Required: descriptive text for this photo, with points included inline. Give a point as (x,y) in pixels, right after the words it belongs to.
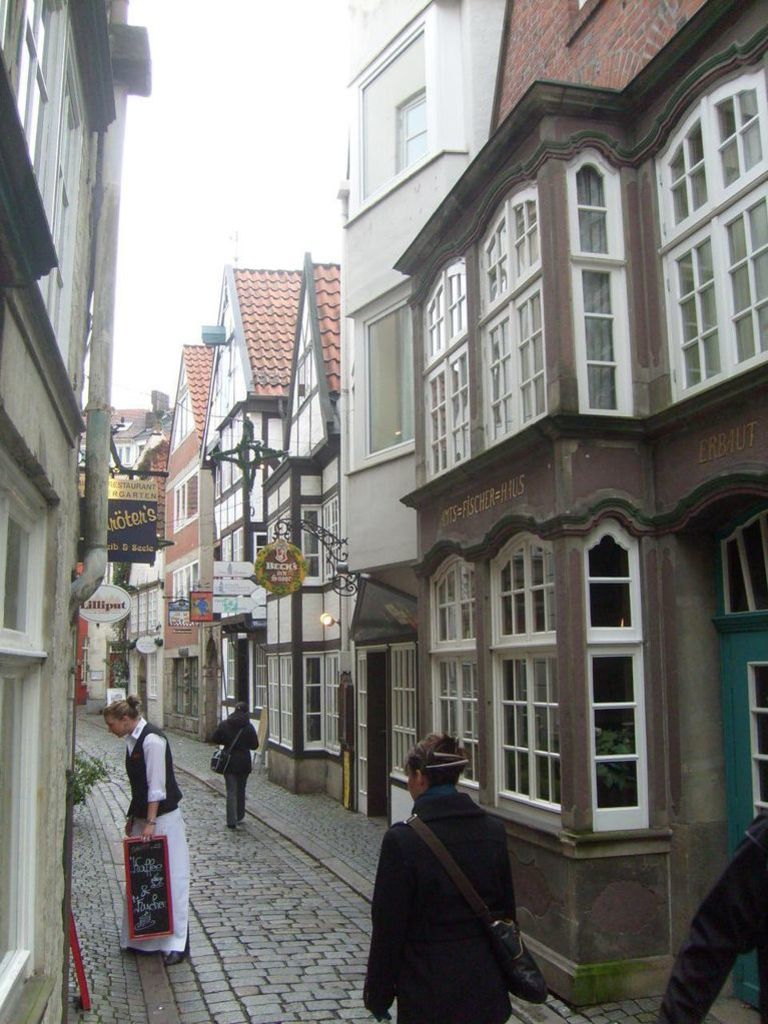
This is the picture of a city (456,469). In this image there are buildings (328,439) and there are group of people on the road (331,893). There are boards (225,566) and lights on the buildings (150,576). On the left side of the image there is a plant (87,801). At the top (193,106) there is sky (179,100). At the bottom (277,893) there is a road (277,893).
